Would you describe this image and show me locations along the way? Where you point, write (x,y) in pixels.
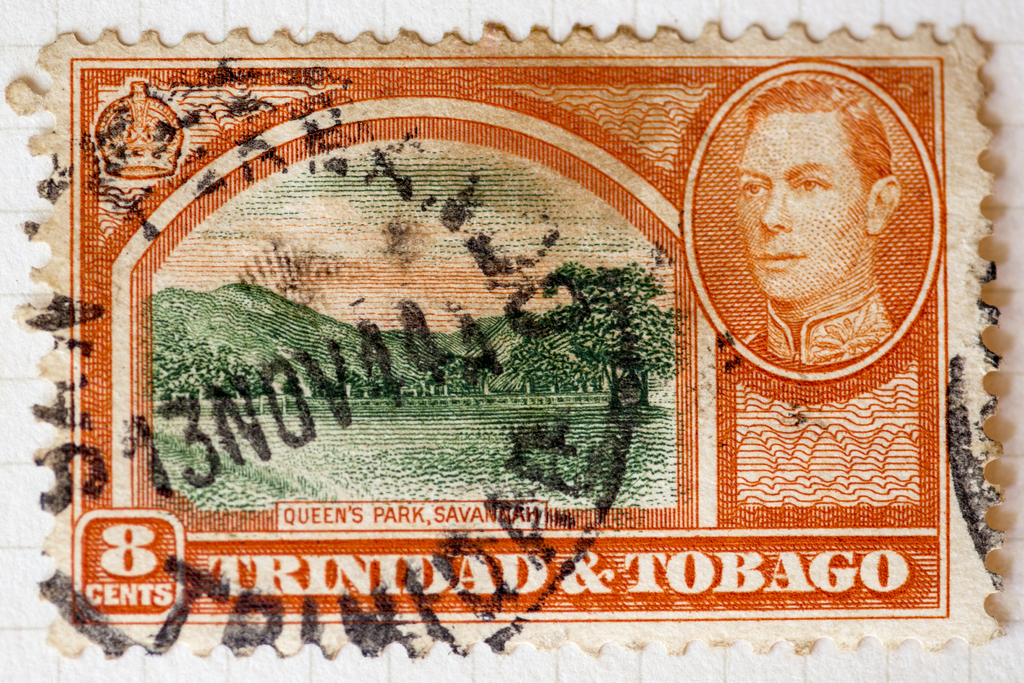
In this picture we can see a stamp (195,256) with images (242,341) of hills (223,342), trees (583,350) and a man (744,138) and the stamp (238,535) is on the surface (4,425). On the stamp (510,534), something is written.
